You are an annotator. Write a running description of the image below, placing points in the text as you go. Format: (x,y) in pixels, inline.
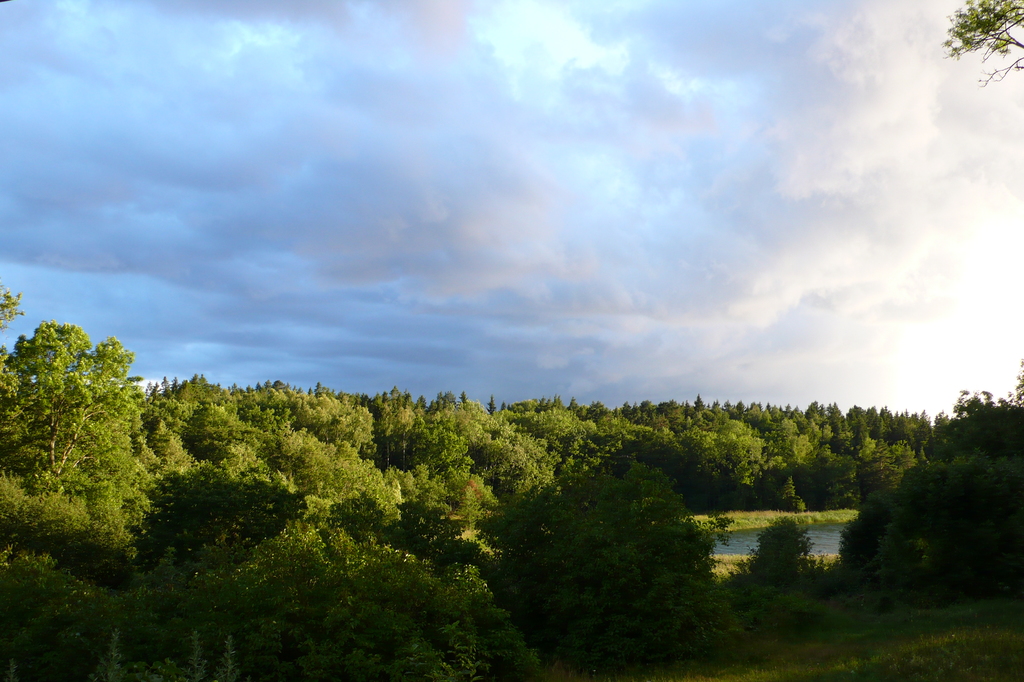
In this image there are trees (579,505) in the center (616,445) and the sky (687,299) is cloudy.
